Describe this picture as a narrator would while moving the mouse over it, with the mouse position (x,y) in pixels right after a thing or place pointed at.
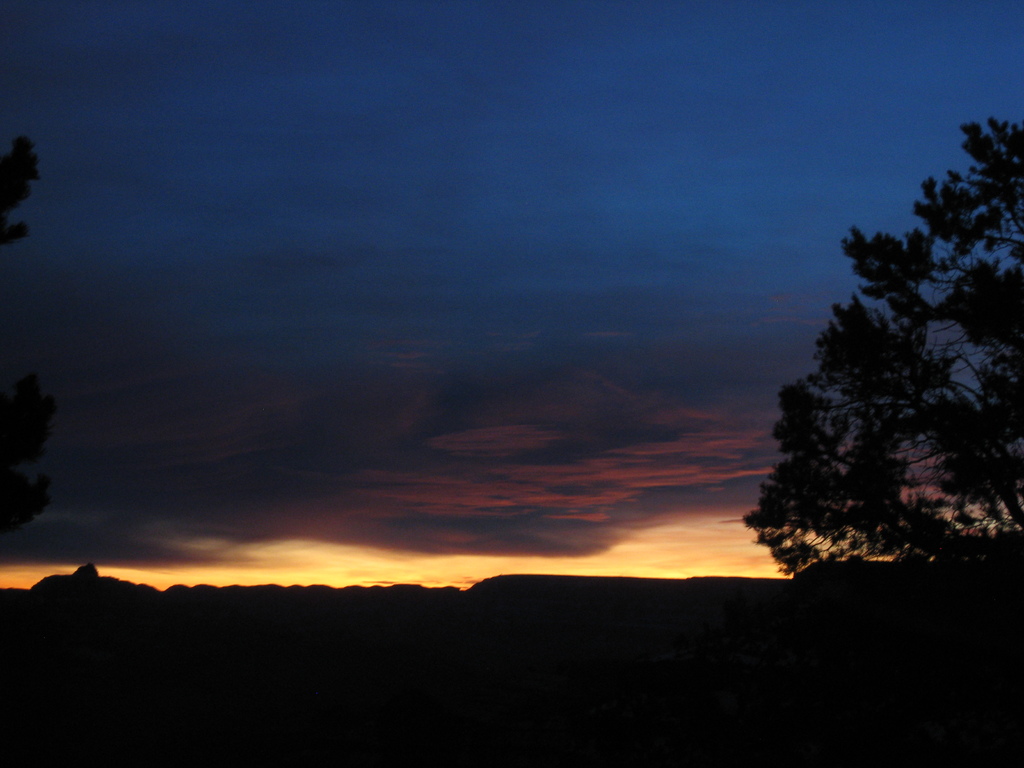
In this picture we can see trees (879,451) on the right side (907,421) and left side (13,470), there is a dark background (435,632), we can see the sky (525,372) and clouds (526,396) at the top of the picture (550,249).
